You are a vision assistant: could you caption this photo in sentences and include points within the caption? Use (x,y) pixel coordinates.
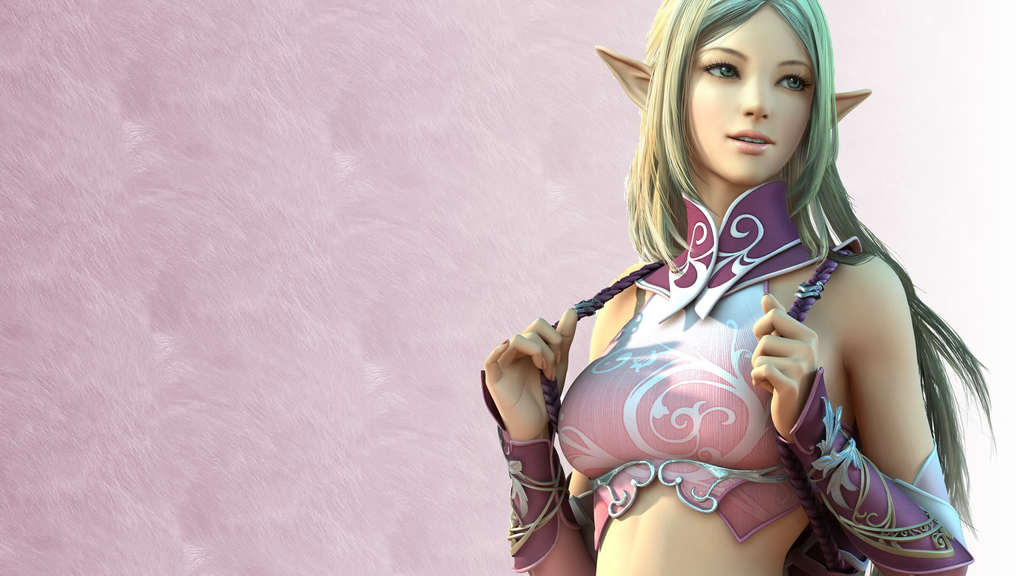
In this image I can see depiction of a woman (697,397). I can see she is wearing pink colour dress (667,315). I can also see pink colour in the background (338,191).
